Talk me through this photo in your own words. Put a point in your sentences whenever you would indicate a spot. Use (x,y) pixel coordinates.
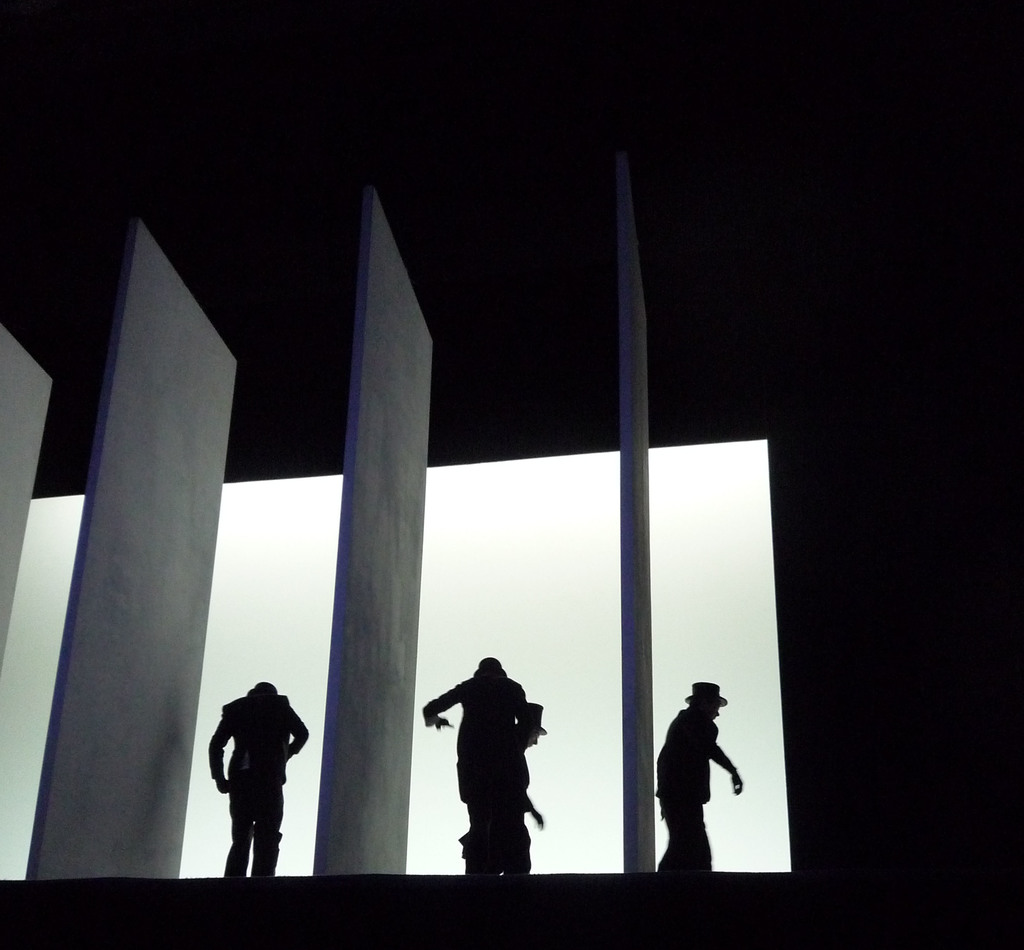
In the center of the image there are four person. At the right side of the image (850,634) there is a wall (901,571).
